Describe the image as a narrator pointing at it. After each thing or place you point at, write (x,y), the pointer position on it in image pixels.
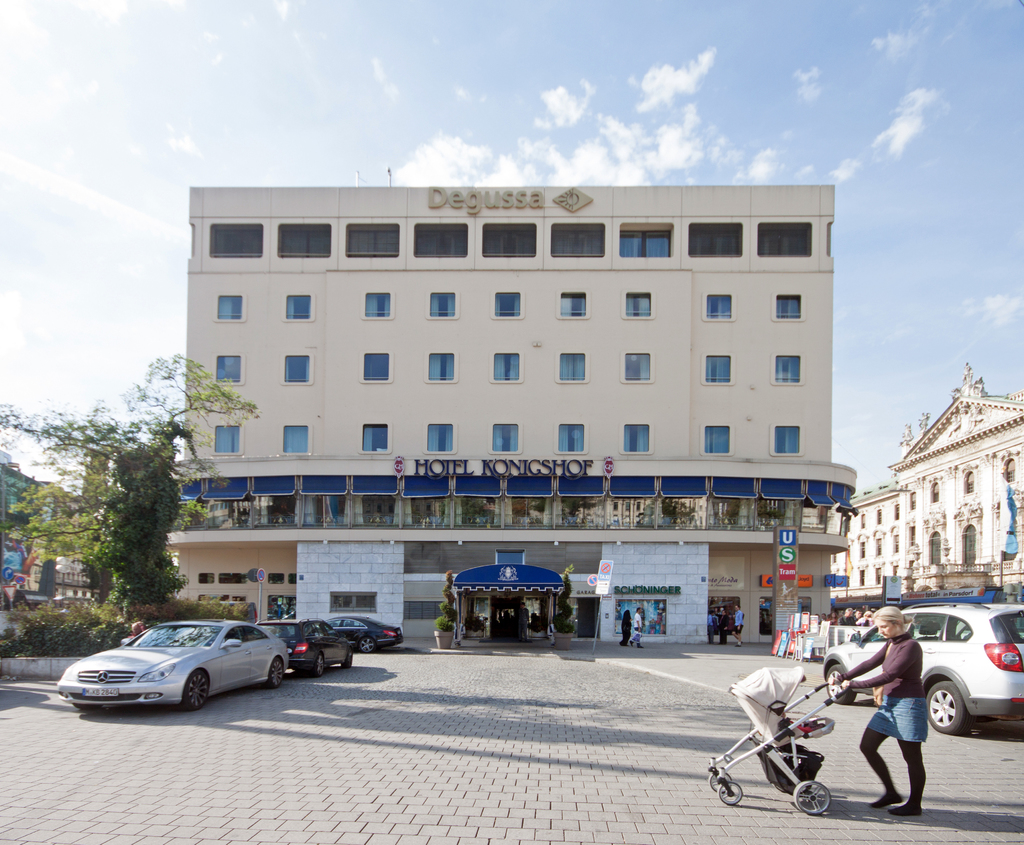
In this image we can see some persons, vehicles (189,650), trees (16,509), plants (158,601), name boards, buildings (418,499), glass windows (643,497) and other objects (649,481). At the top of the image (590,50) there is the sky (636,148). At the bottom of the image (578,759) there is the floor (505,832).
